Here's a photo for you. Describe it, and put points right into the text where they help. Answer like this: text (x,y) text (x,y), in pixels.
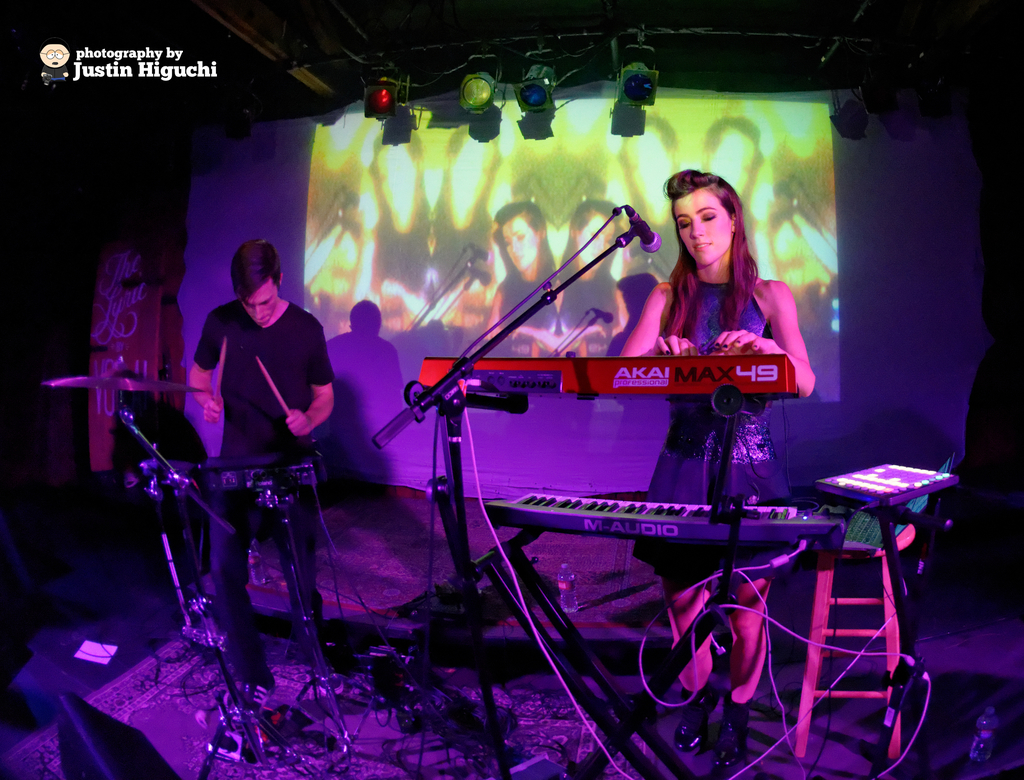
This picture shows a woman (737,323) standing and playing piano (604,368) and we see a microphone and we see another man (296,380) standing and holding two sticks (224,357) in his hands (211,401) and playing an instrument (237,479) and we see water bottle (569,575) and another piano (559,511) and a stool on the dais (346,622) and we see a projector screen (604,183) and few lights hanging to the roof (278,92) and we see text (85,46) on the top left corner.
